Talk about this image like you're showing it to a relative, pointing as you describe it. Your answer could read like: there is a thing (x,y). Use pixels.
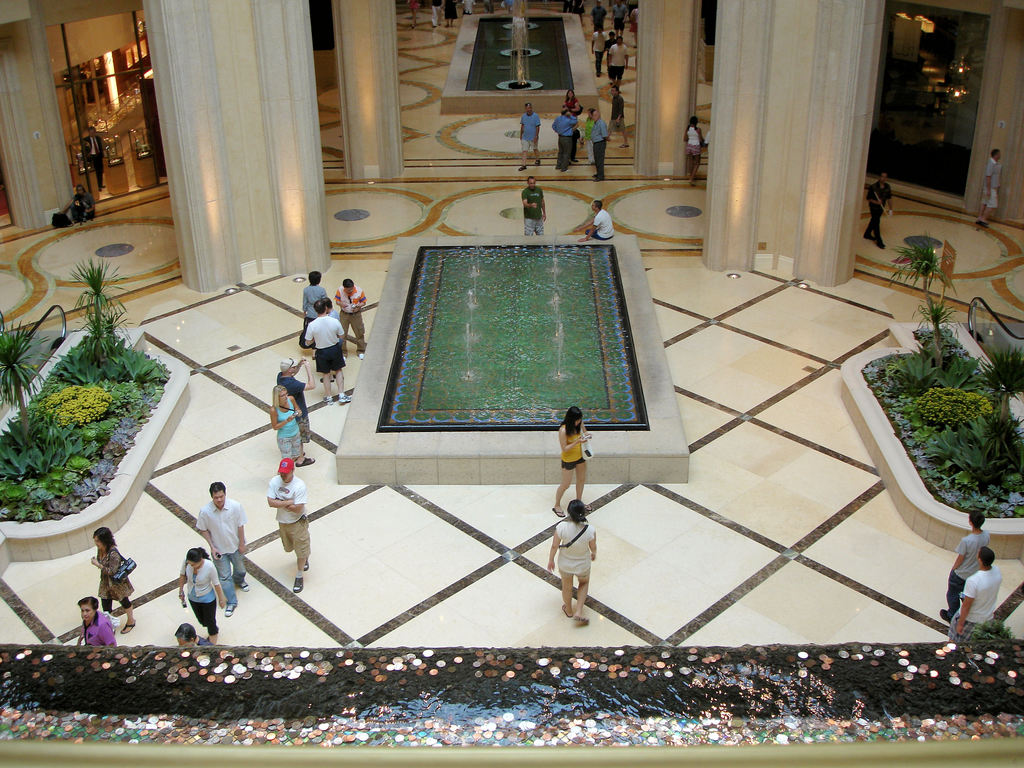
In this picture, it seems like decoration (424,647) at the bottom side (185,684), there are fountains (448,400), people (279,492), plants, pillars (804,177), a door (92,81) and light (115,51) in the image.
